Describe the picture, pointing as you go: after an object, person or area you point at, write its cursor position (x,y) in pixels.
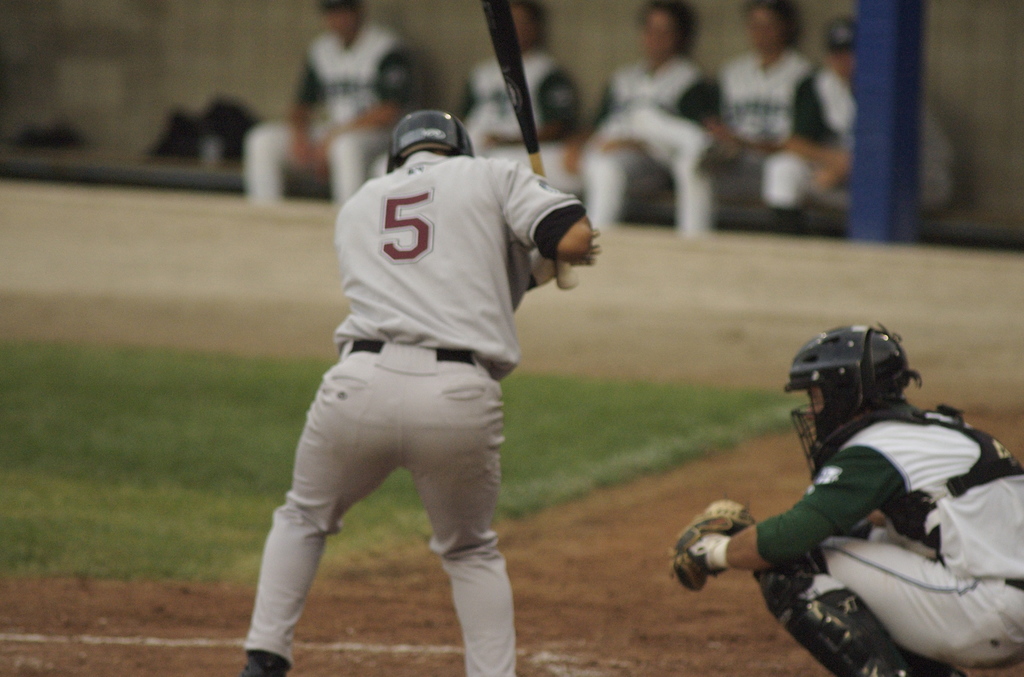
In the image in the center (397,291) we can see one person (386,278) standing and holding bat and he is wearing helmet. On the right side (885,463) we can see one more person (867,408) wearing helmet (832,334). In the background (563,11) we can see wall (129,144), chairs (115,174), pole (889,207) and few people (760,138) were sitting.
